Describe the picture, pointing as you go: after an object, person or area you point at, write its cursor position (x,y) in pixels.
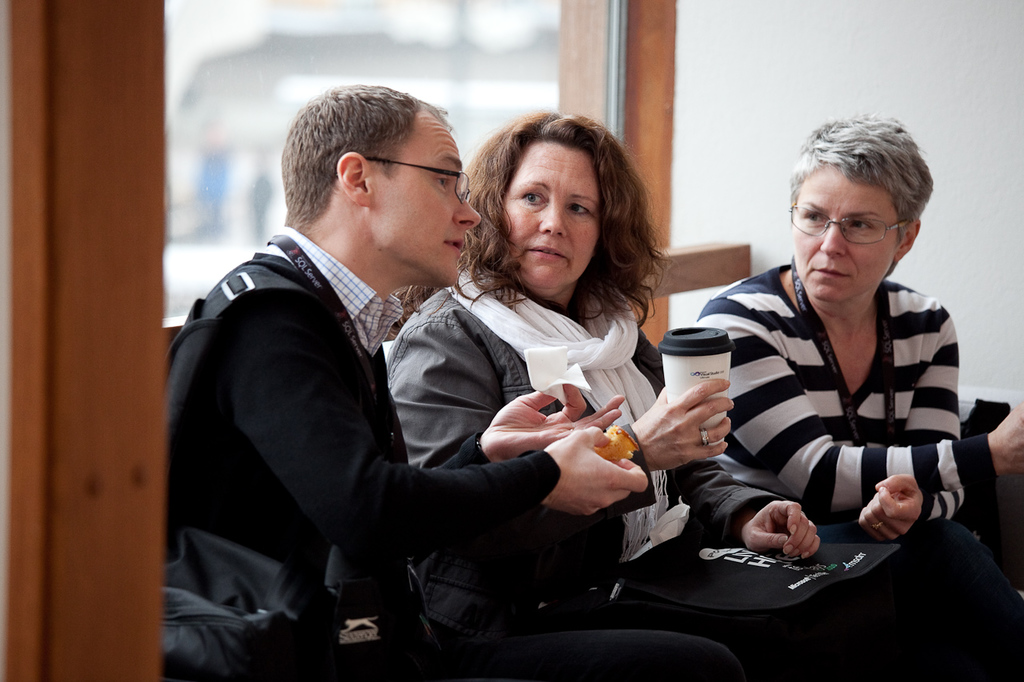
In this image, we can see people (542,332) sitting and wearing id cards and holding some objects (649,578) and in the background (776,70), there is a wall (717,81).
